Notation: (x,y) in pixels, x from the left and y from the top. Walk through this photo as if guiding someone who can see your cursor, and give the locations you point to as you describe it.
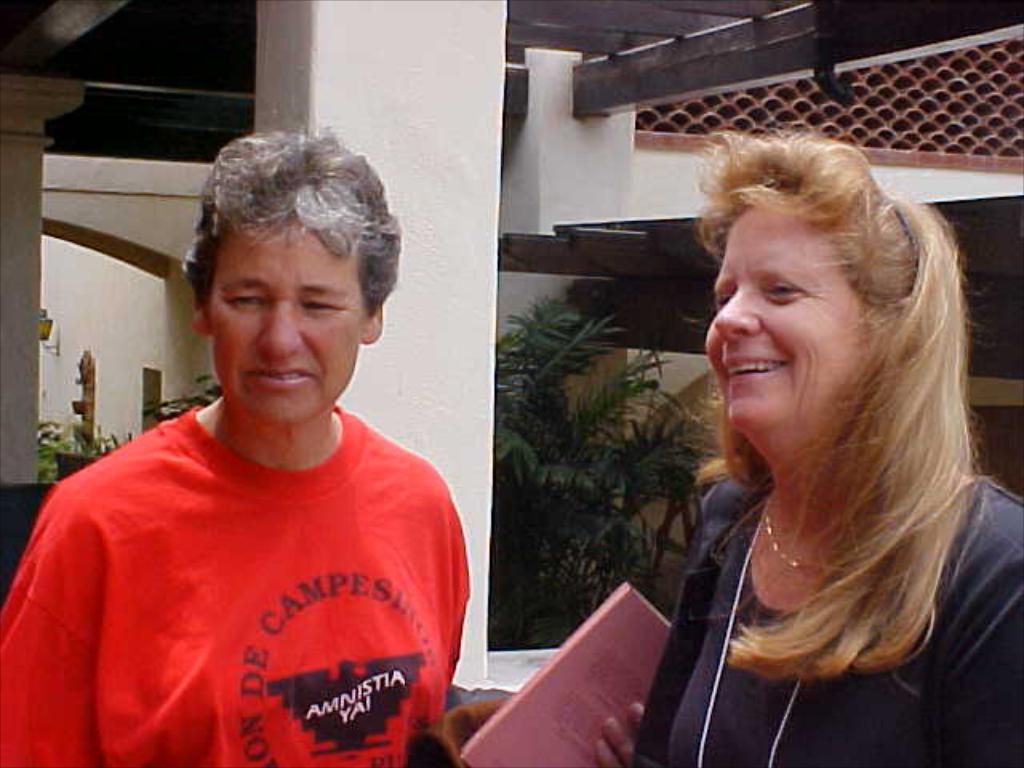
In this picture we can see two persons (310,539), the left side person (346,598) wore a red color T-shirt (324,599), and the right side person (770,407) is smiling, in the background (632,445) we can see few plants (535,559).
